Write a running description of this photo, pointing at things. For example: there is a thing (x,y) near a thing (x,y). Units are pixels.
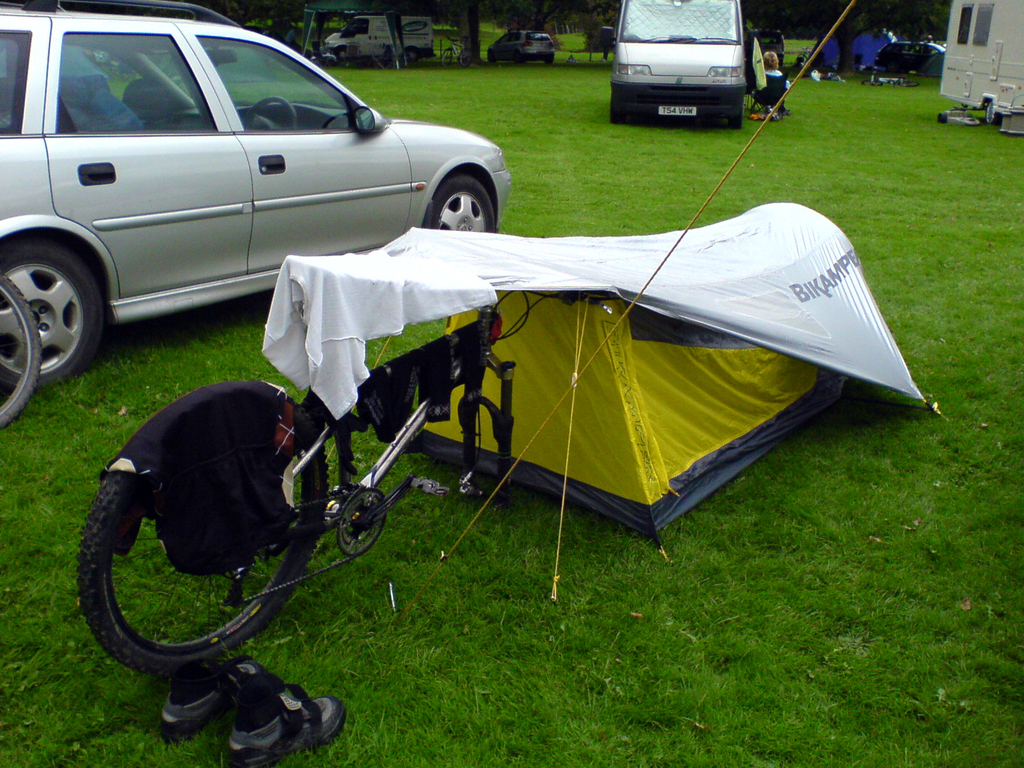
In this image we can see bicycle (321,440), tent (542,381). There are cars (428,38), trees (443,10). At the bottom of the image (721,670) there is grass (633,670). There is a pair of shoes (210,682) to the left side of the image (268,730).
